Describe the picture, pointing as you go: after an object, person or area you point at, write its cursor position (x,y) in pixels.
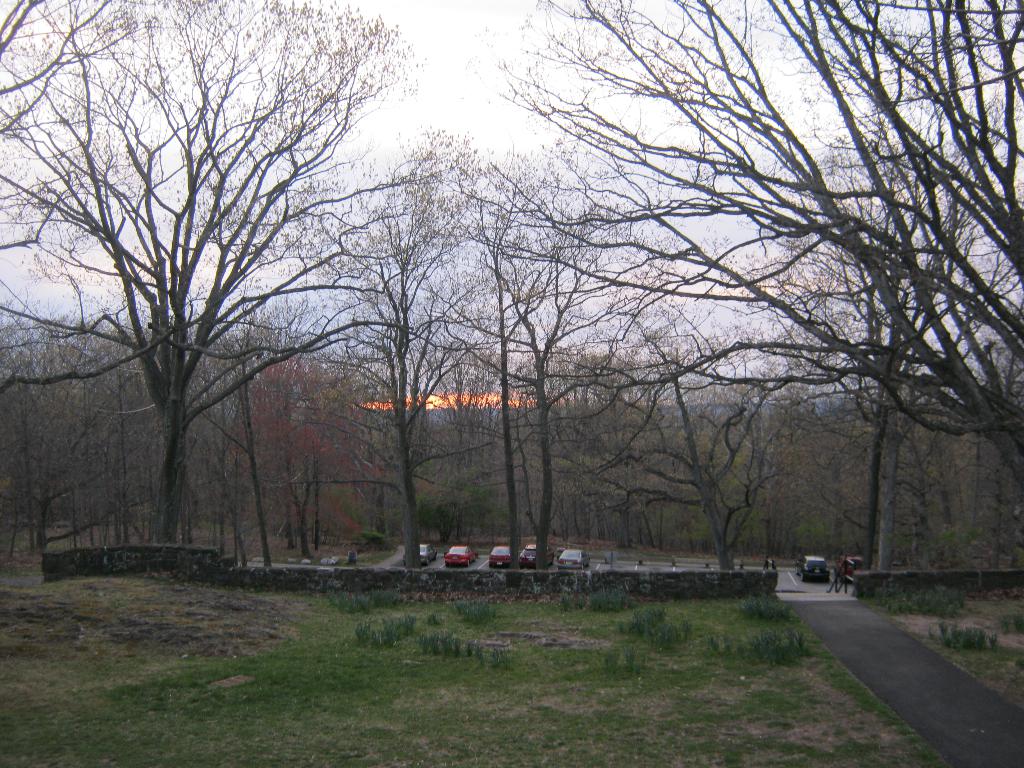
In this image we can see a few vehicles (818,565), on the road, there are some trees (494,472), grass (509,656), plants (666,619), also we can see the sky (635,106).
